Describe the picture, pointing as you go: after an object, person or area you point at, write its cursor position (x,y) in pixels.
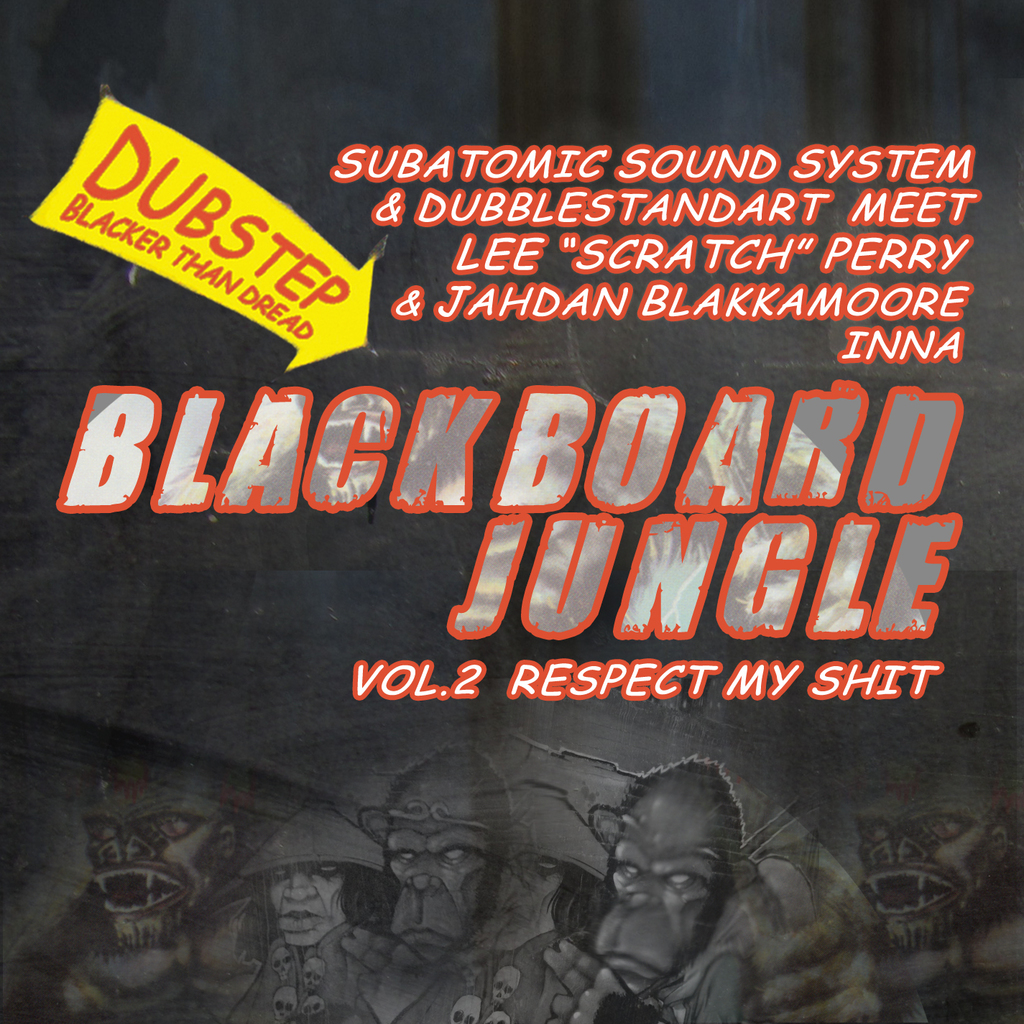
We can see poster (408,399), on this poster (637,548) we can see animals (401,963) and text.
